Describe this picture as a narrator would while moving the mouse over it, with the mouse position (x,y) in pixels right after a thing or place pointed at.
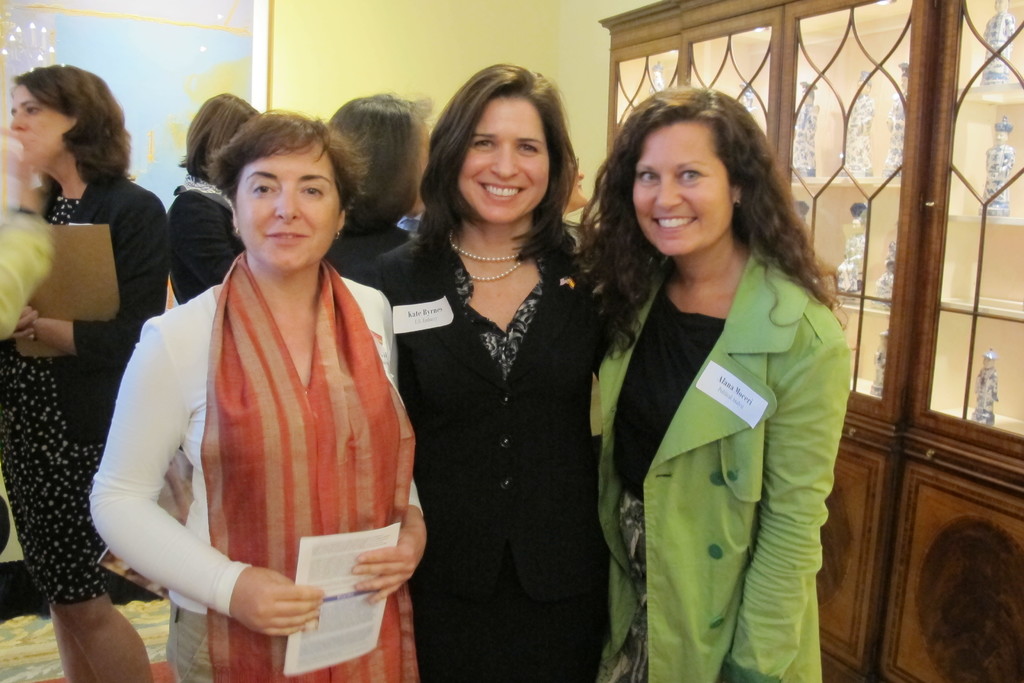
In this image we can see a few people (322,365), among them some are holding the objects (91,311), on the right side of the image (897,333) we can see a cupboard (866,330) with some sculptures (880,353) in it, in the background (272,66) we can see a wall (296,80).
